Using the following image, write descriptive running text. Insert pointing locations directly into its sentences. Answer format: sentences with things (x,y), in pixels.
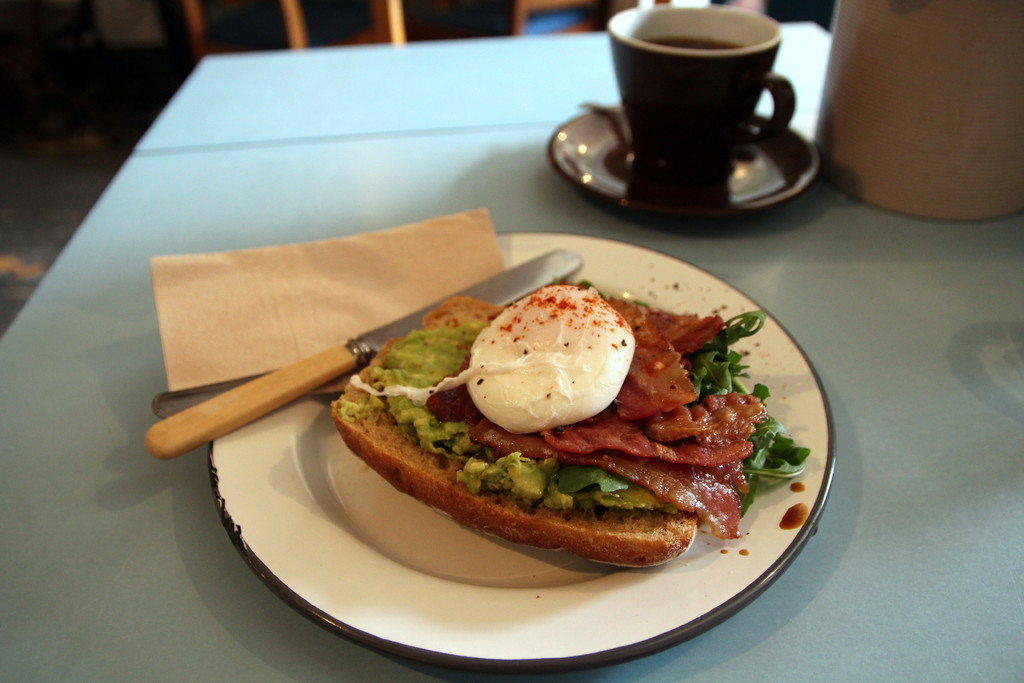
In the foreground of the picture (595,293) there is a table (391,187), on the table (705,651) there is a plate (295,495), in the plate (281,433) there is a knife (258,397) and a spoon (204,393) and a sandwich (607,422). On the table (961,611) there is a saucer (689,195) and a cup (753,80) and a jar (868,87). In the background (285,28) there is a chair (280,25).
